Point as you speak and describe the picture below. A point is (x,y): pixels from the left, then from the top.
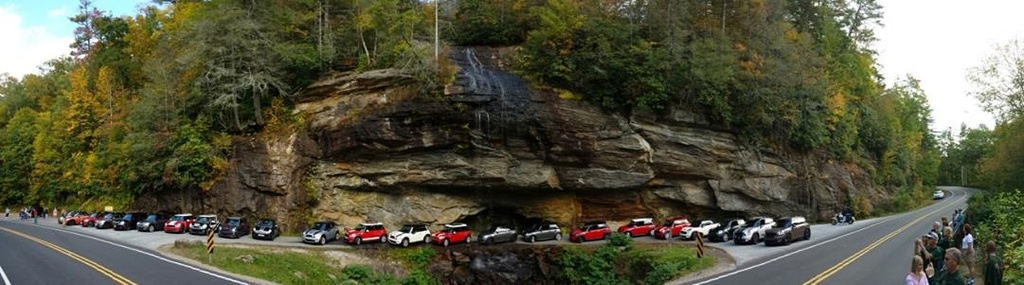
In the center of the image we can see a few vehicles (414,235), two poles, grass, plants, road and a few people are standing. At the bottom right side of the image (939,253), we can see a few people (924,251) are standing and they are in different costumes (950,272). In the background (649,71) we can see the sky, clouds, trees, on hill stone (795,207) and a few other objects (515,101).
